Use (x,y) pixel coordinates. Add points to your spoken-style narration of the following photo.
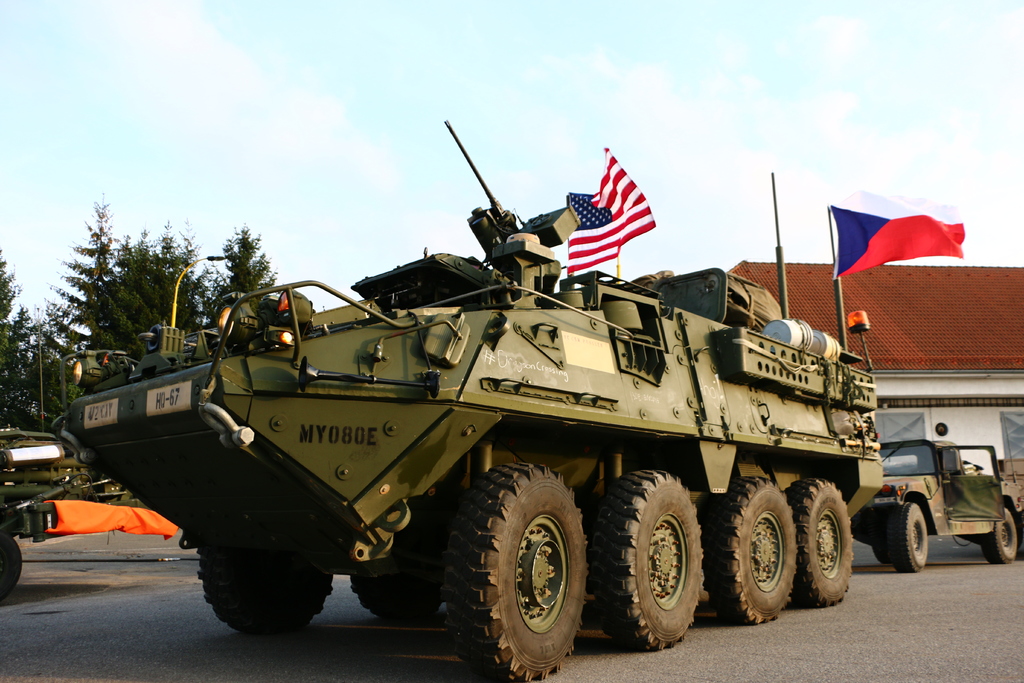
In this image there is a vehicle (837,382) in middle of this image (457,395) and there is a house (916,401) on the right side of this image (872,326). There are some trees (50,341) on the left side of this image (104,320). There is a sky (343,142) on the top of this image (372,132).
